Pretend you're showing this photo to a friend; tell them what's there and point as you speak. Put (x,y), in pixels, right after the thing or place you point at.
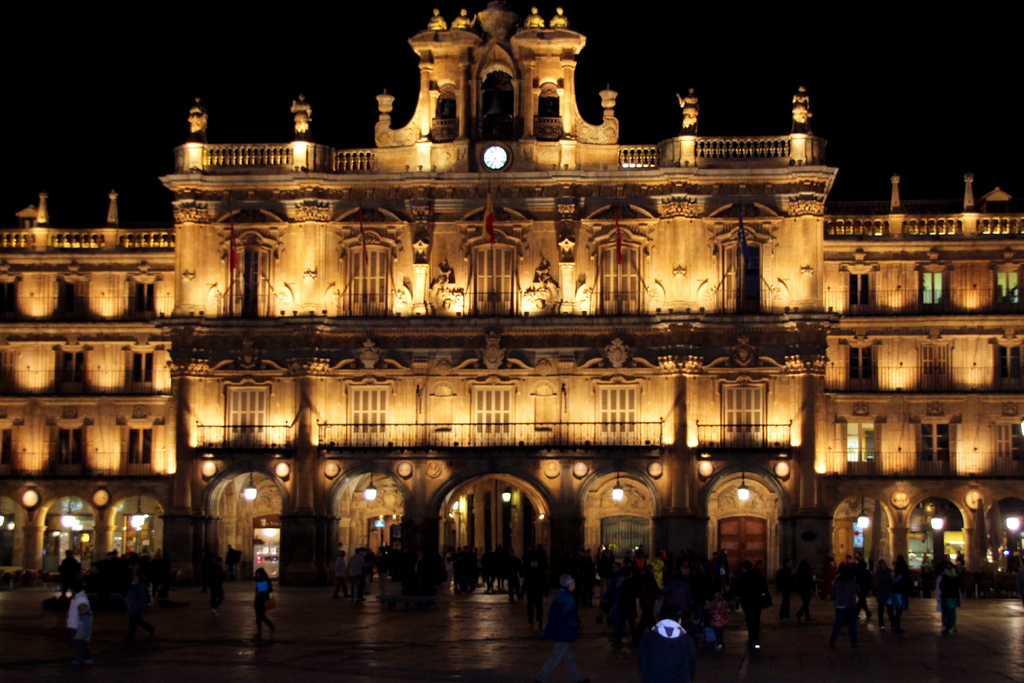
In this image, we can see a building (438,183) and there are lights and a clock (494,163). At the bottom (719,604), there are people (507,569) on the road (202,629). At the top (170,55), there is sky (169,71).
